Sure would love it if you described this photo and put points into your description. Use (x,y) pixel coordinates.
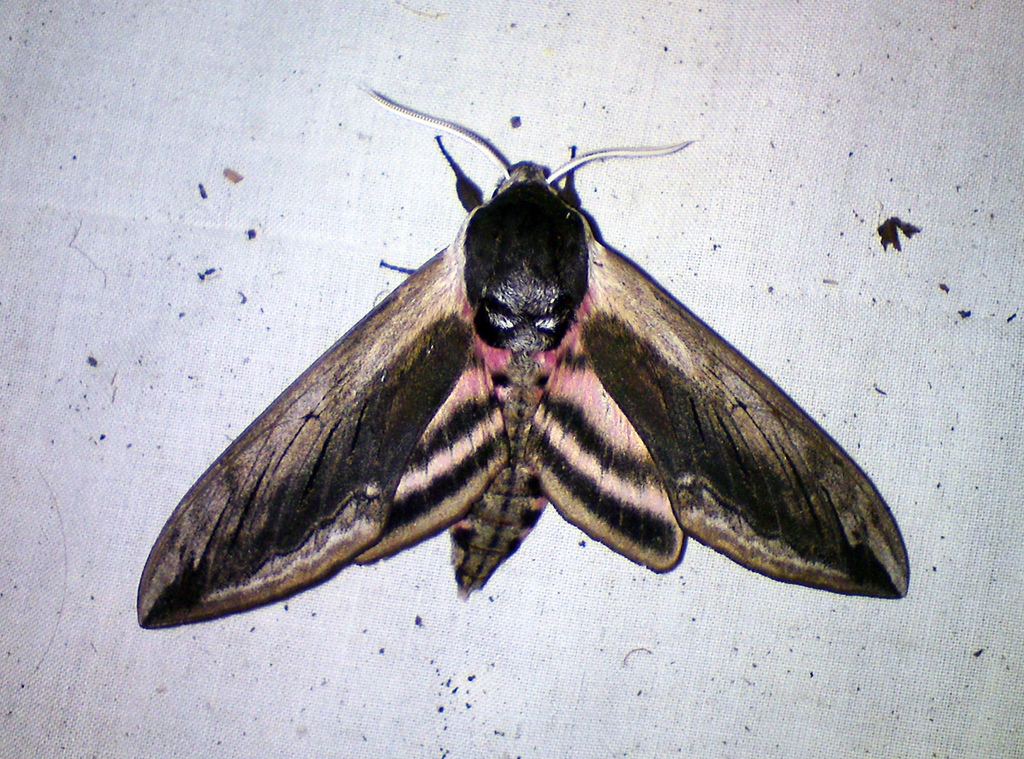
In this image in the center (447,384) there is a moth (483,402), and there is a white background (941,151).
